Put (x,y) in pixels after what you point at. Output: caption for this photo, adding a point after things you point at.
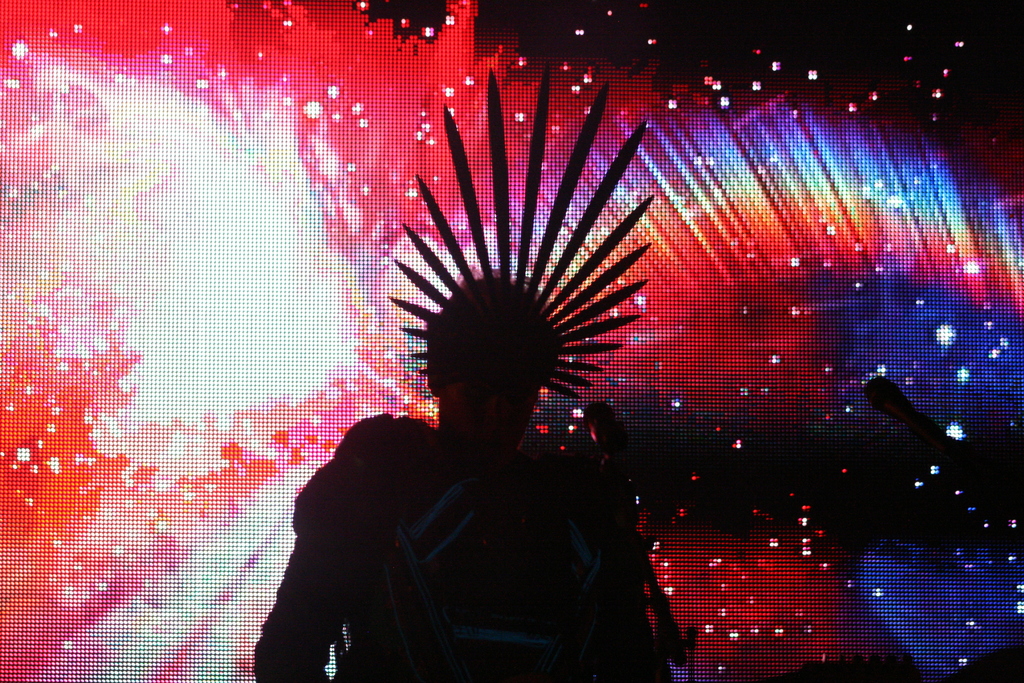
This is the picture of a person (388,476) who has some thing (437,332) on head (502,416) and behind there is a screen (449,268) on which there are some lights (106,574) displayed.
